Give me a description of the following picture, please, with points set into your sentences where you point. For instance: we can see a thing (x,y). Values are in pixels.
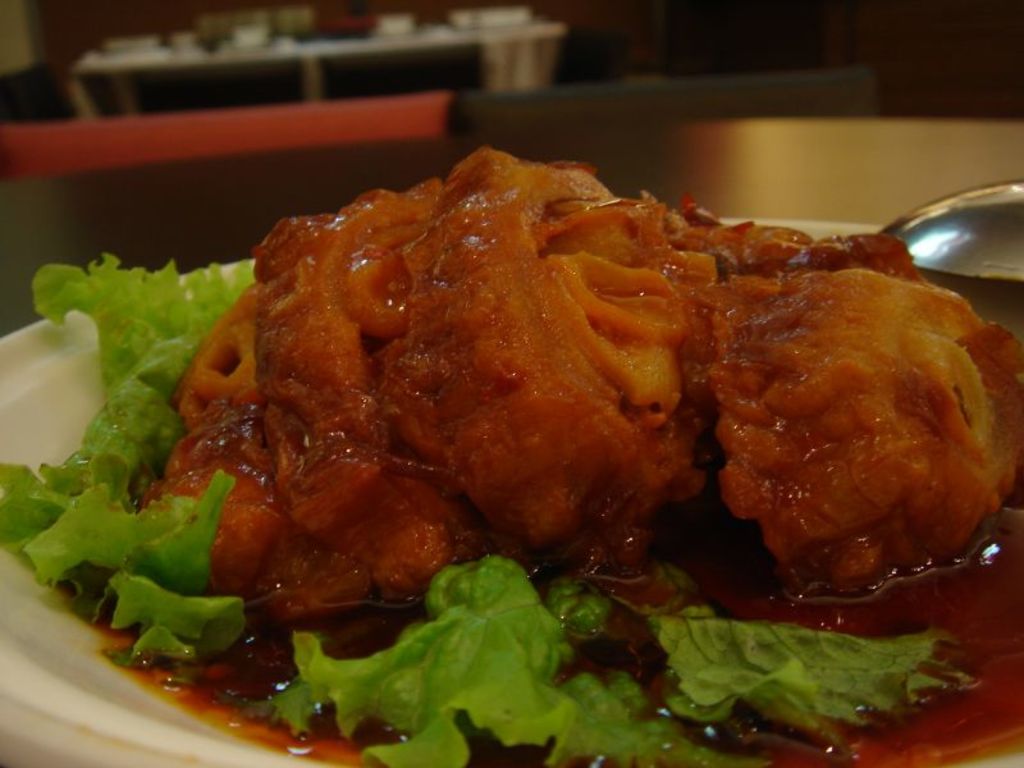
Here I can see a plate (56,416) which consists of some food item (397,488). On the right side (975,235) there is a spoon (964,230). This plate (11,351) is placed on a table (197,230). Behind the table (216,179) there are two chairs (387,122). In the background (156,59) there is another table (95,71) on which I can see few objects (347,31).
